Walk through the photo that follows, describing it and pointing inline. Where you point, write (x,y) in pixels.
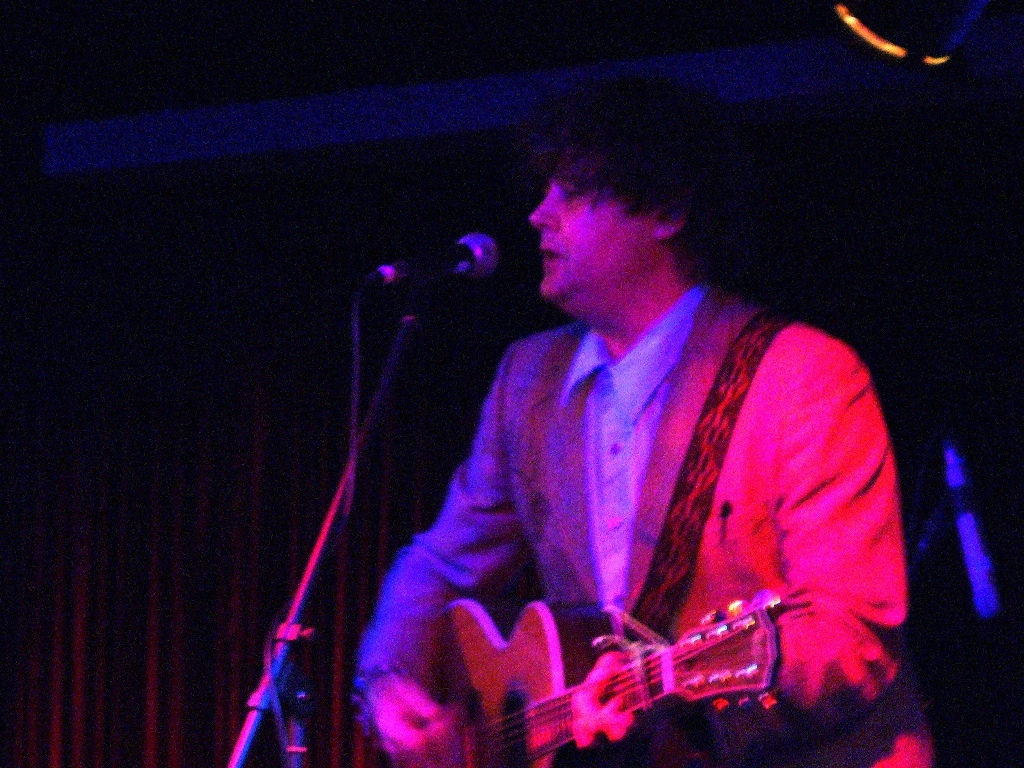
This person (560,496) playing guitar (476,611) and singing, in front of this person (670,307) there is a microphone (476,247) with stand (319,553). On the left (238,248) we can see curtain (234,425) and on the top (902,47) we can see light (896,44).
